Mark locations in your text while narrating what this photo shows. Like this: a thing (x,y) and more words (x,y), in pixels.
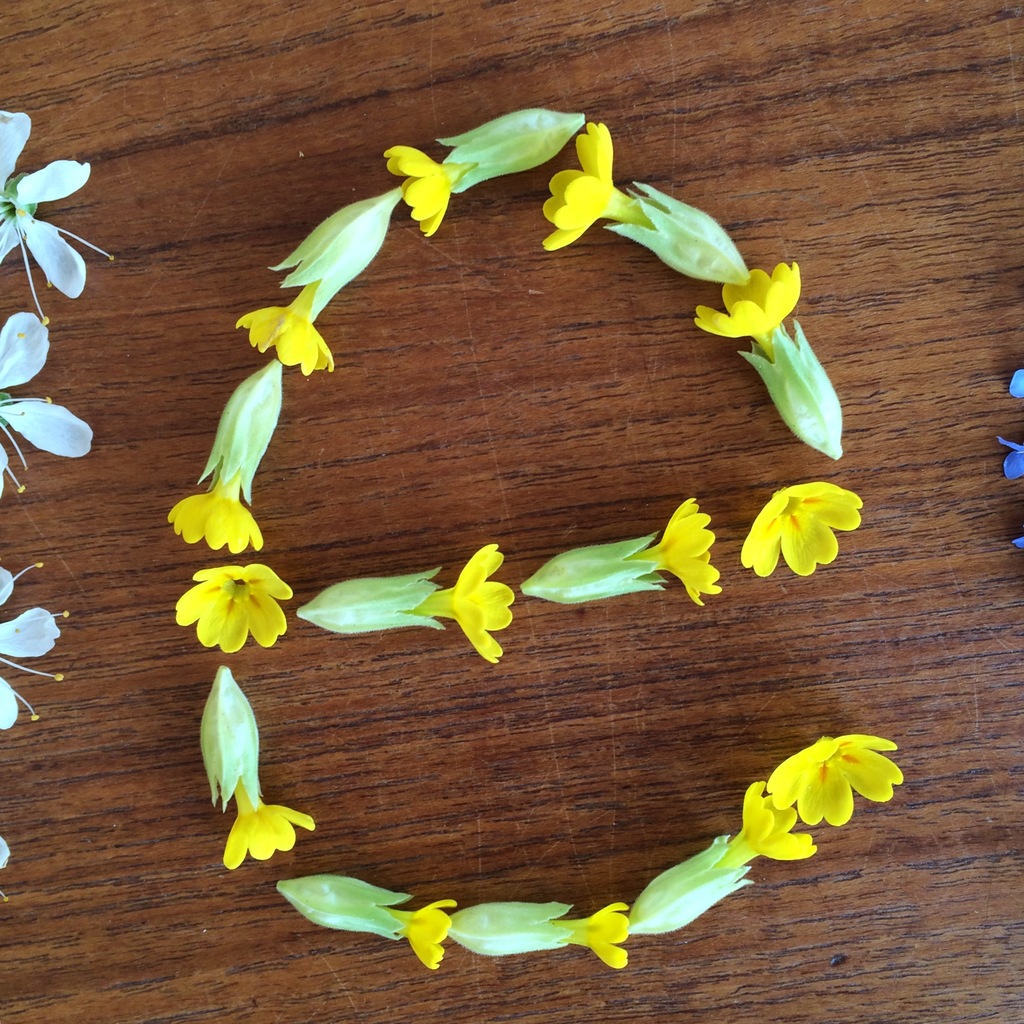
In this image, we can see flowers (20,407) on the wooden surface (453,353).
